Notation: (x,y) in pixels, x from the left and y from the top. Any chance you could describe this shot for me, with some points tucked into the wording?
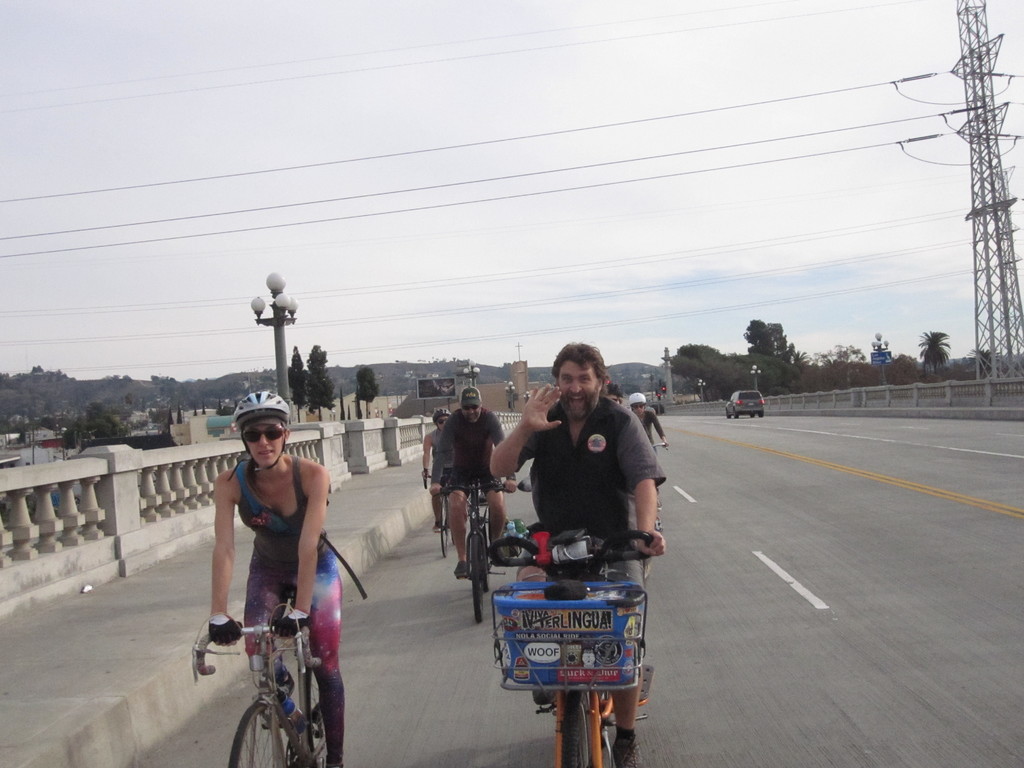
This picture is taken on the road (782,485) of a city (186,414). On the top right (997,244) there is a tower (979,243). In the background (815,379) there are trees (781,364) and hill (437,372). On the left (47,444) there are buildings (182,429). In the center of the picture (541,407) there is a road (704,426), on the road (416,654) people (516,452) are riding bicycles (556,577). Towards the left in the center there is a street light (285,394).
